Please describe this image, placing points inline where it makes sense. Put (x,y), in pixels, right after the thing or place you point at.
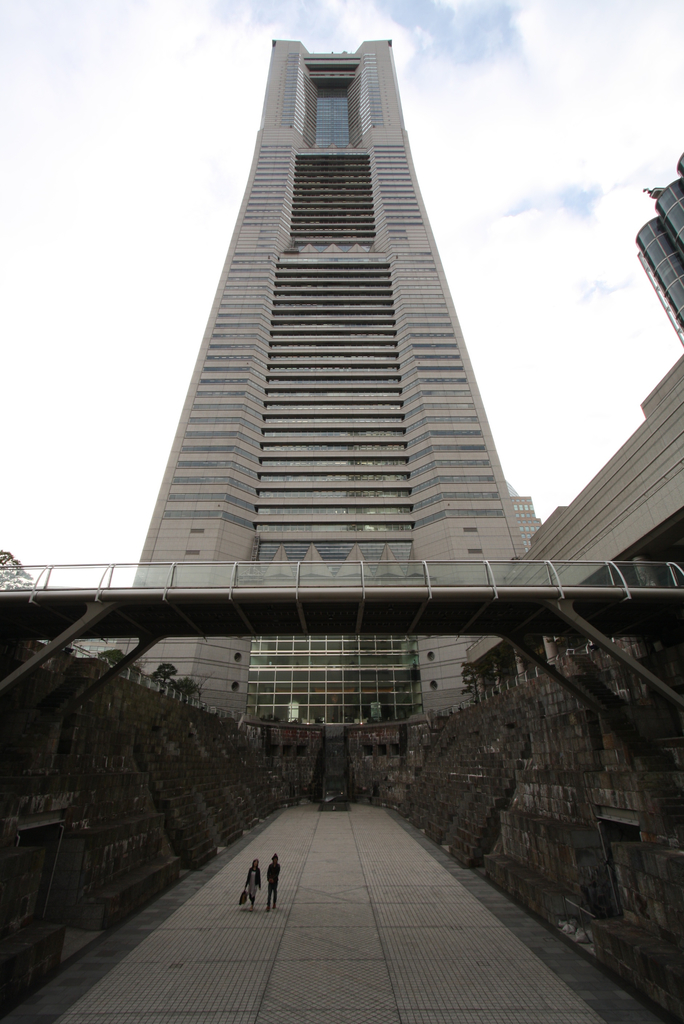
There are persons (277,865) walking on the road (260,930). Above them, there is a bridge (262,591). On both sides of this road (310,822), there are stone walls (642,877). In the background (332,86), there is a tower (394,476) and there are clouds (463,55) in the blue sky (186,67).
